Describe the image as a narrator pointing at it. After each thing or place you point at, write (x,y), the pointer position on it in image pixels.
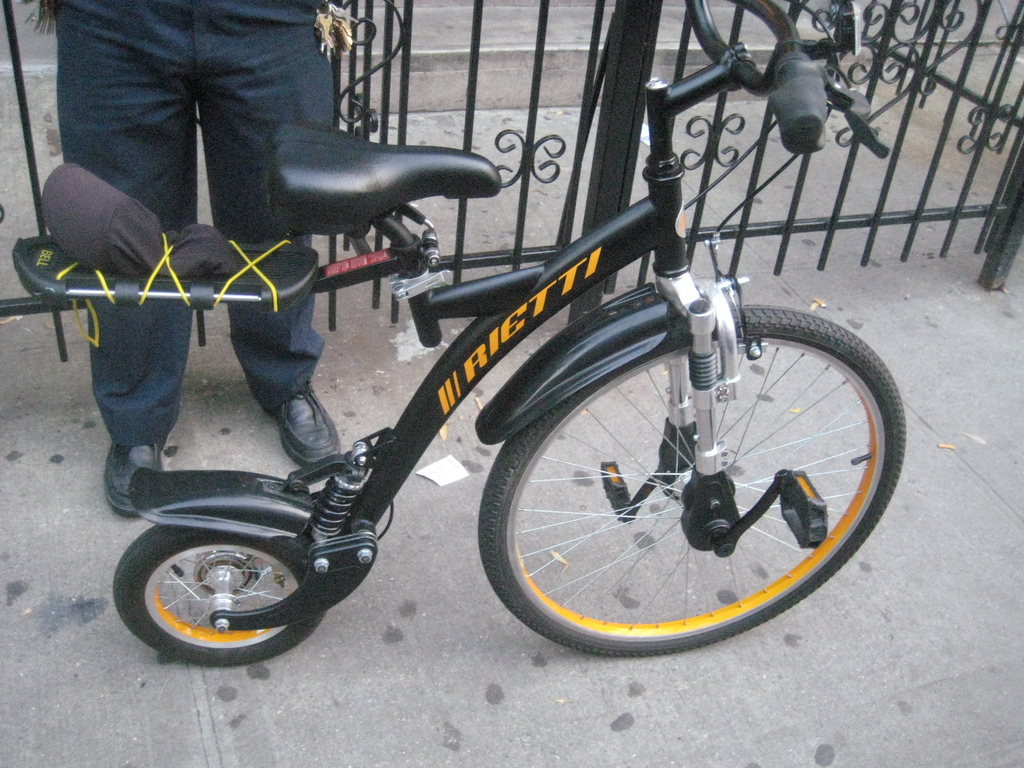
In the image there is a cycle (272,261) and there is a person (226,228) standing in behind the cycle (485,286) in front of the gate (386,100).
